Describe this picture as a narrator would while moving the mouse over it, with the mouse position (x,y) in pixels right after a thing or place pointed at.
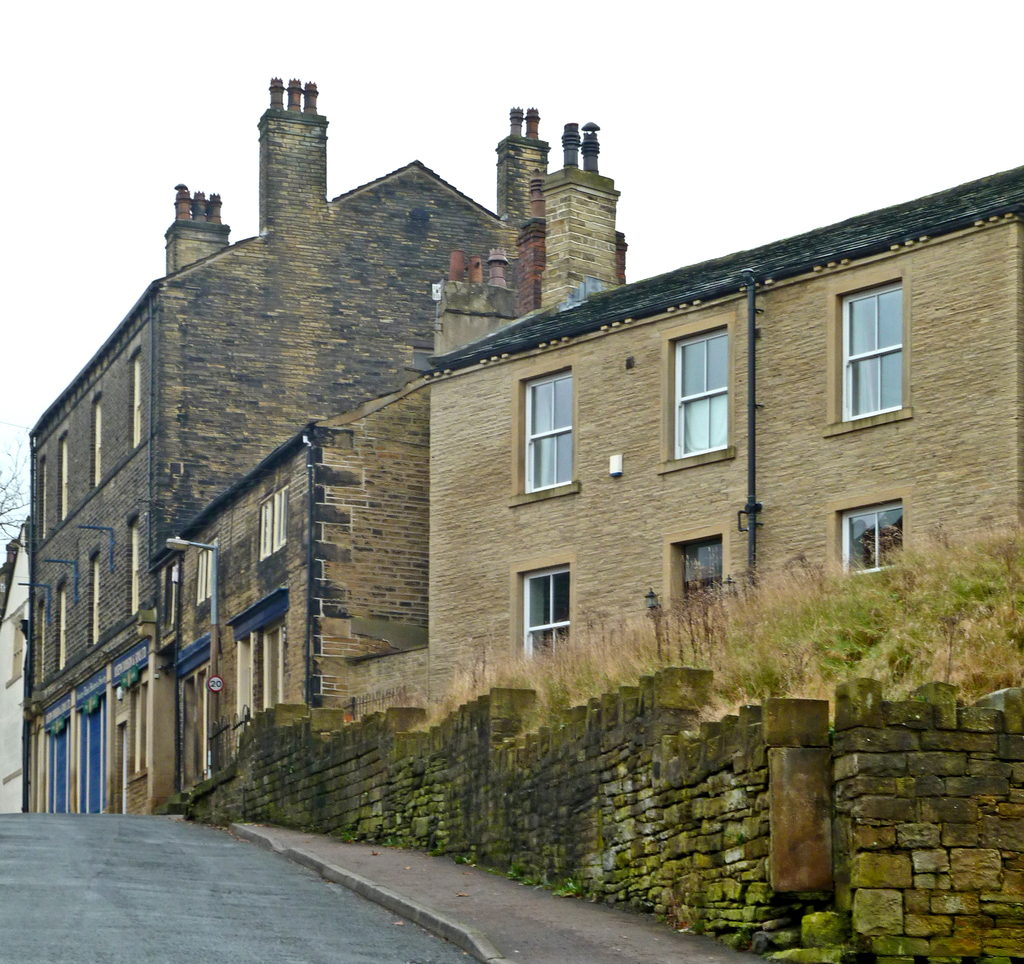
In this image there is road (262,876), beside the road (186,837) there is a house (364,329), poles (213,629) and a small wall (934,706) and there is grass (859,609) near the house (856,383).
